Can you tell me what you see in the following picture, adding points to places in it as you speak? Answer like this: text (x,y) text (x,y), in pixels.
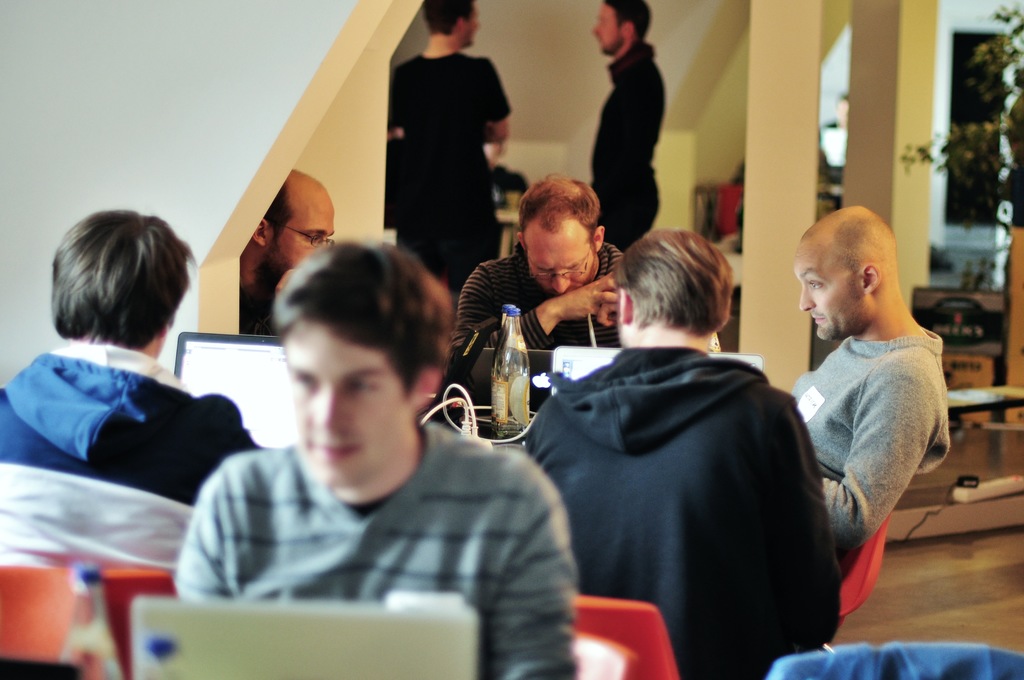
In this image I see few people (535,239) in which most of them are sitting on chairs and I see 2 of them are standing over here and I see a laptop (261,348) over here and I see the bottles (514,355) over here and I see the wires (475,426). In the background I see the pillars (799,64) and I see the leaves (971,151) over here and I see the floor (1009,567).
